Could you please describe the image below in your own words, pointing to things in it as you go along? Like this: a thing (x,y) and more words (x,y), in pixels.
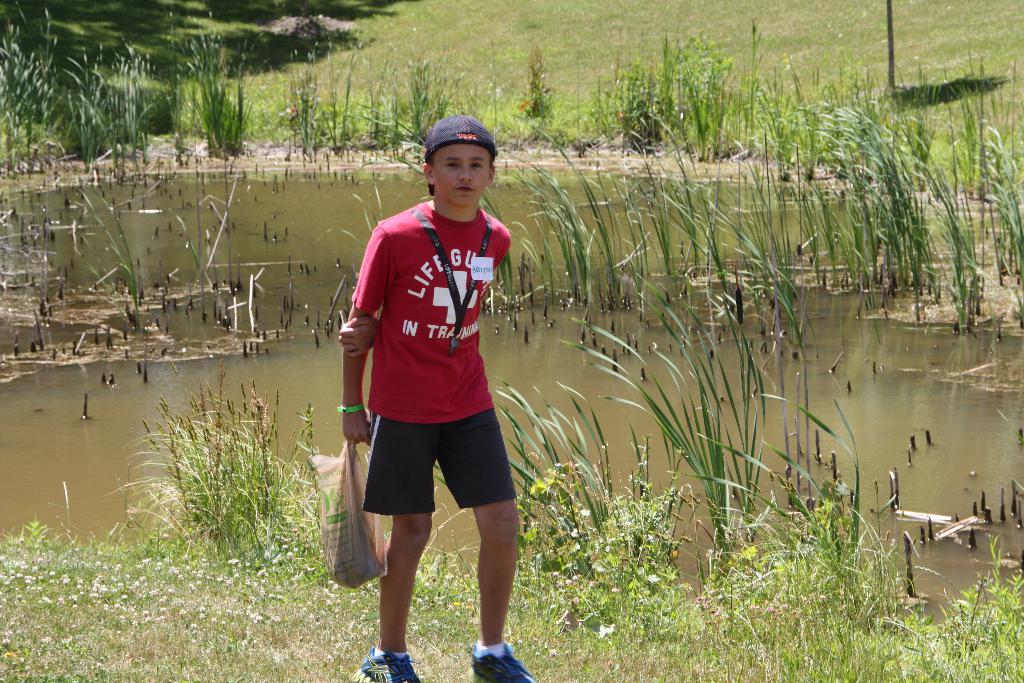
There is a boy (468,159) in black color short (388,484) holding a cover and standing on the grass (533,663) on the ground (317,658). In the background (154,485), there is water (619,325), there are plants (876,112), a tree (888,22) and grass (580,10) on the ground (769,7).
